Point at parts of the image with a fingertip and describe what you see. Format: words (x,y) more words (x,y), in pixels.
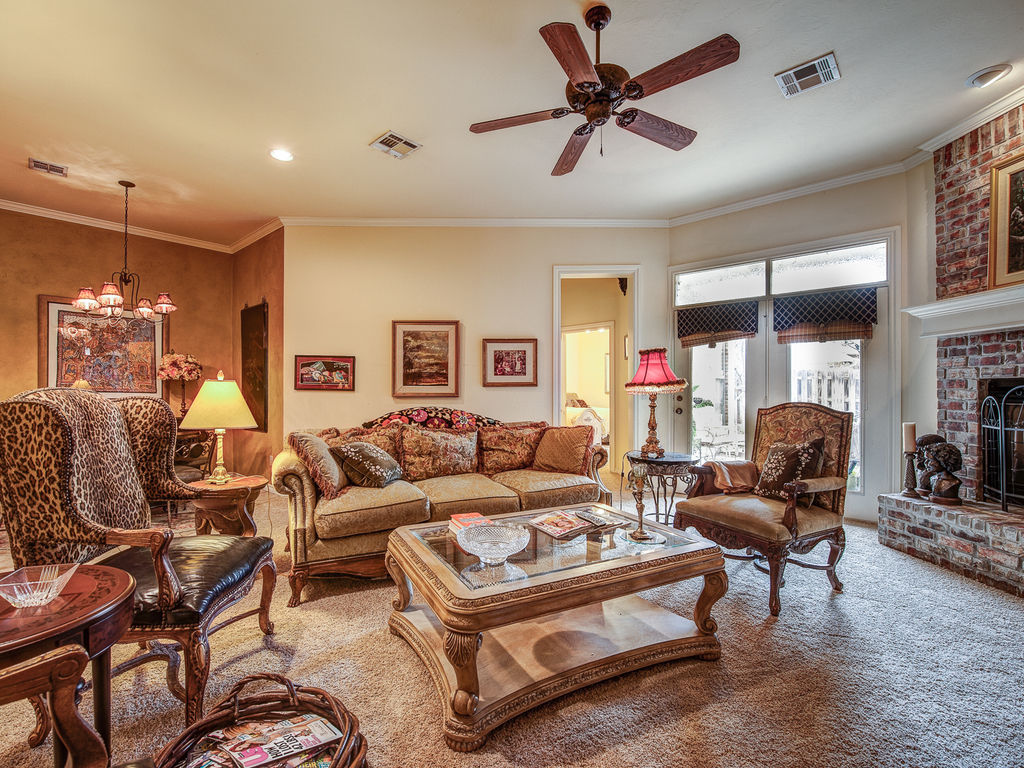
This is a house (1019,631) with furniture arrangement (513,500). A sofa (291,594) is kept at the center (447,511). A wooden glass table (412,556) is placed in front of a sofa (499,495). There is a table lamp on the left side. This is a hanging fan (551,32) on the roof (680,26). This is a wooden table (111,626) where a glass bowl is kept on it. This is a photo frame (77,364) which is fixed to a wall (171,343).
